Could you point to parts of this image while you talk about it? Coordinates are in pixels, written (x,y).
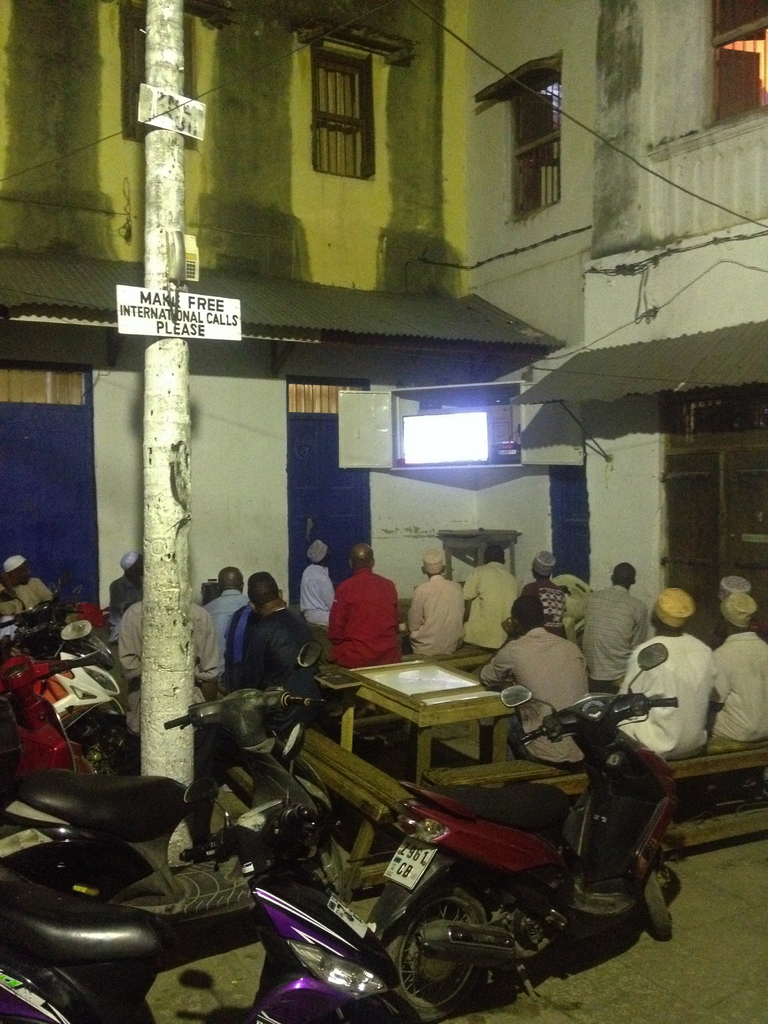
In this image there are group of persons (418,628) sitting and watching something at the foreground of the image (298,694) there are bikes (227,719) and at the background of the image (415,462) there is a T. V (407,417). and building (347,173).
